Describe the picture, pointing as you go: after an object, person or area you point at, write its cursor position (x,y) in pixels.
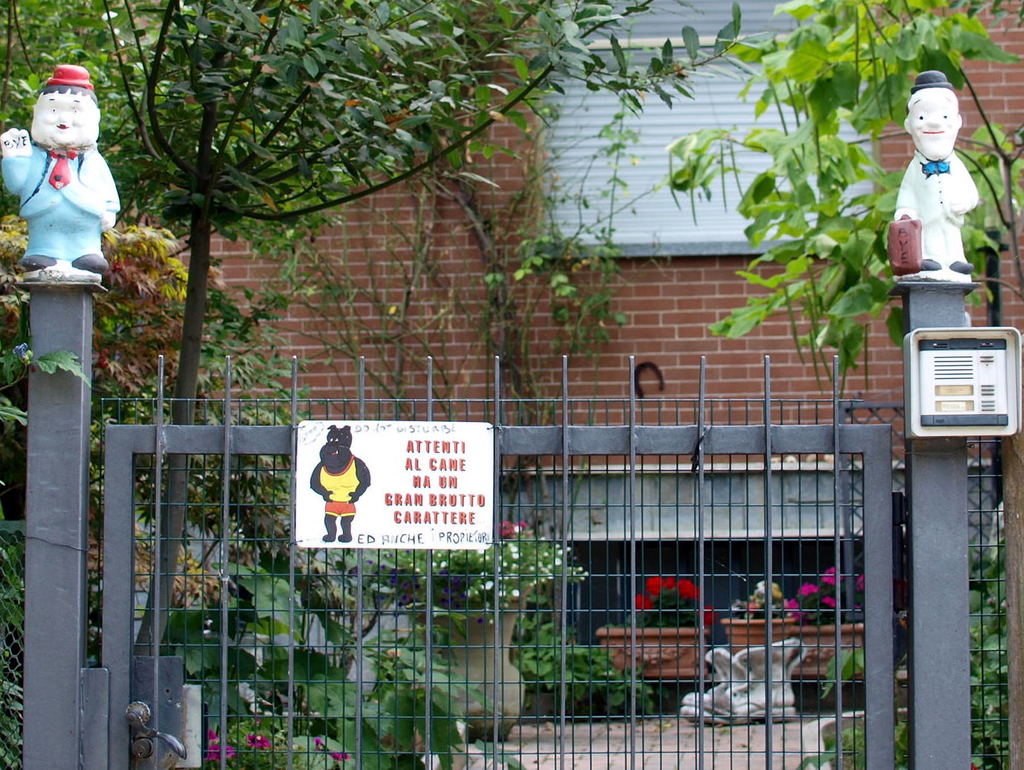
In this image we can see a board (444,505) on the gate (501,495) and there are two sculptures (77,194) on the poles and an object (976,365) on the pole (925,622). In the background (828,603) we can see plants (259,680) with flowers (828,603), trees (850,289), building (719,340) and a window (712,119).
